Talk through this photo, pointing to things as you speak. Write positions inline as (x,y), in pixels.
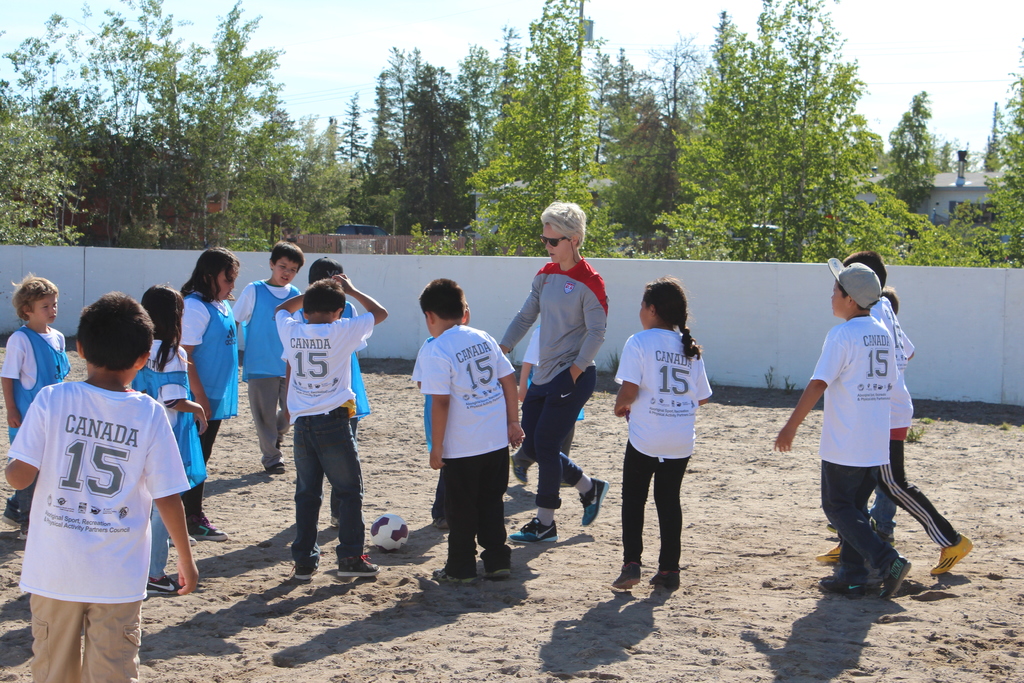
In this image in the middle (589,314), there is a woman (574,315), she wears a t shirt (568,340), trouser (568,385) and shoes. On the right (854,407) there is a boy (851,375), he wears a t shirt (851,408), trouser (859,485) and shoes (834,589) and there is a girl (668,383), she wears a t shirt (659,412), trouser (676,565) and shoes (624,577) and there are some children (893,336). On the left (269,430) there are many children (307,445). At the bottom (392,456) there is a ball (396,530) and land (504,604). In the background (582,156) there are trees (428,156), wall (410,287), houses (926,200), sky (296,44).
